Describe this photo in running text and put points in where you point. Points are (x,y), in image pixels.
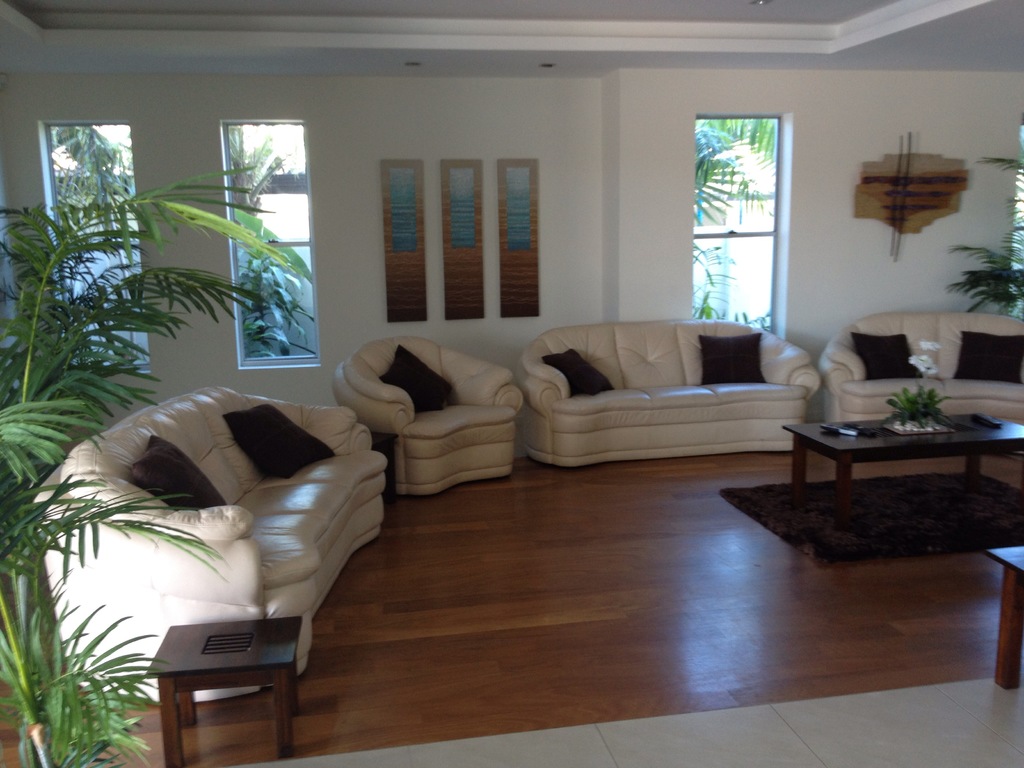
As we can see in the image there is a white color wall (636,222), window (734,268), trees (15,368), sofas (325,437) and pillows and on the right side (874,444) there is a table (893,446).
